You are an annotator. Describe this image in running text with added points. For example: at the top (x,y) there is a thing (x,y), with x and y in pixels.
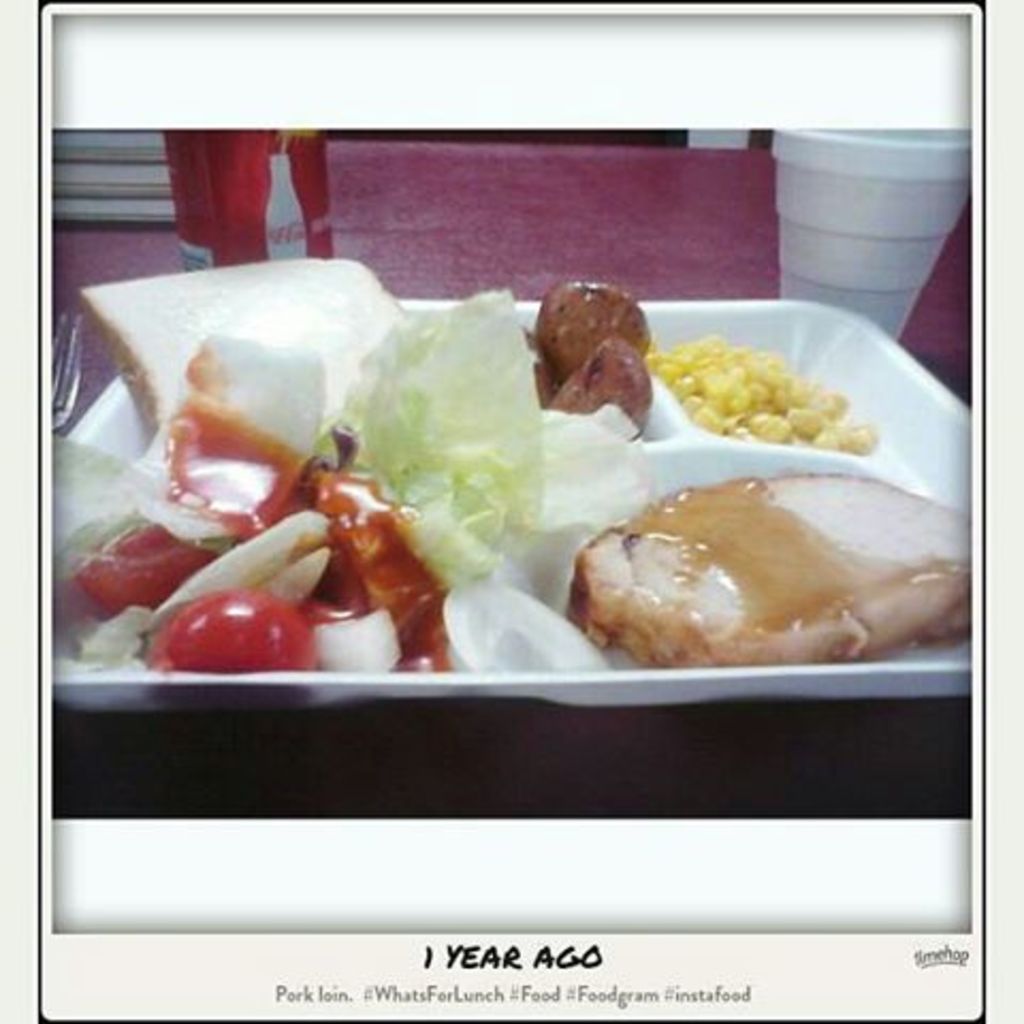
In this image there are food items (448,535) on a plate (584,494). Beside the plate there is a tin (313,240). There is a cup (813,255), fork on the table (749,224). There is some text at the bottom of the image (448,1002).
